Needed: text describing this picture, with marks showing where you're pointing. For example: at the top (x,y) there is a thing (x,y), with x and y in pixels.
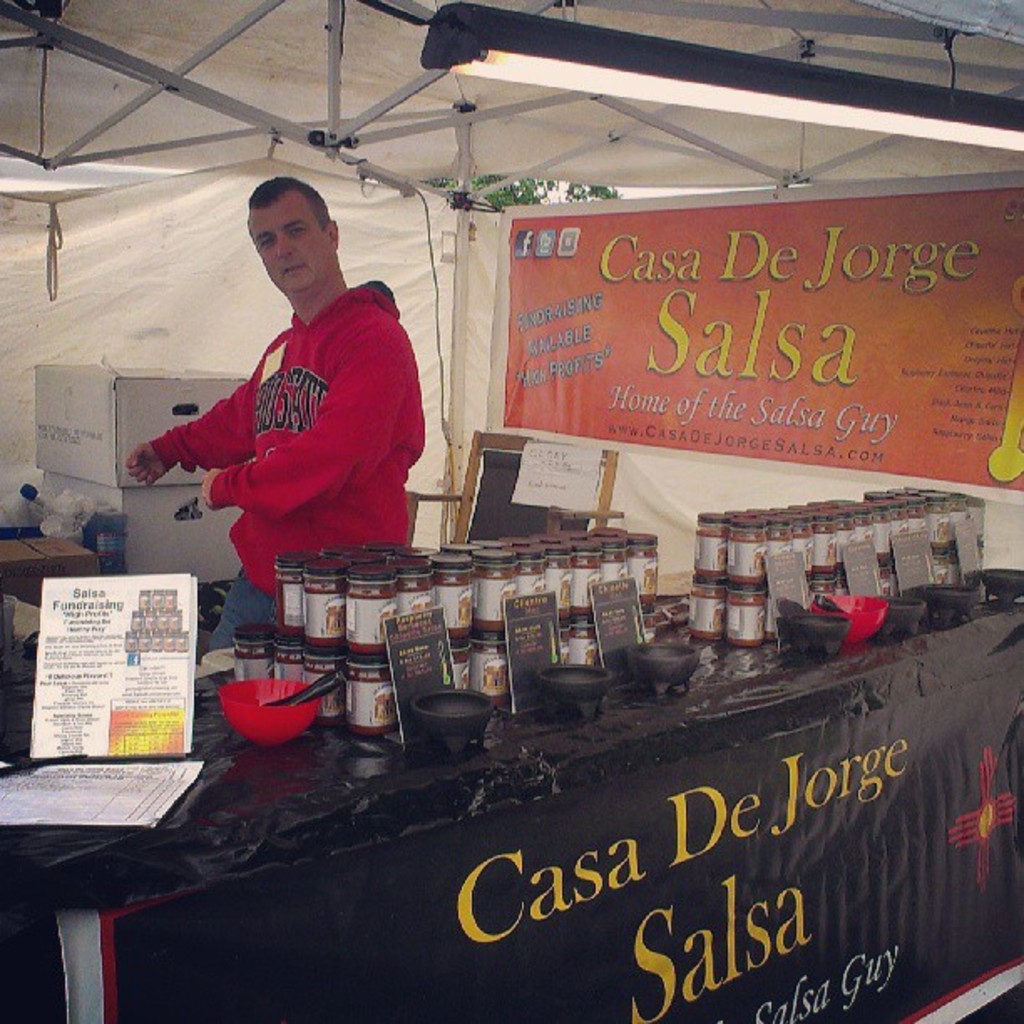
In the image we can see there is a person (347,410) standing and he is wearing a red colour hoodie (343,442). There are sauce bottles (559,577) kept on the table (158,867) and there is a banner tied on the top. Behind there are white boxes (155,435) kept on the table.
